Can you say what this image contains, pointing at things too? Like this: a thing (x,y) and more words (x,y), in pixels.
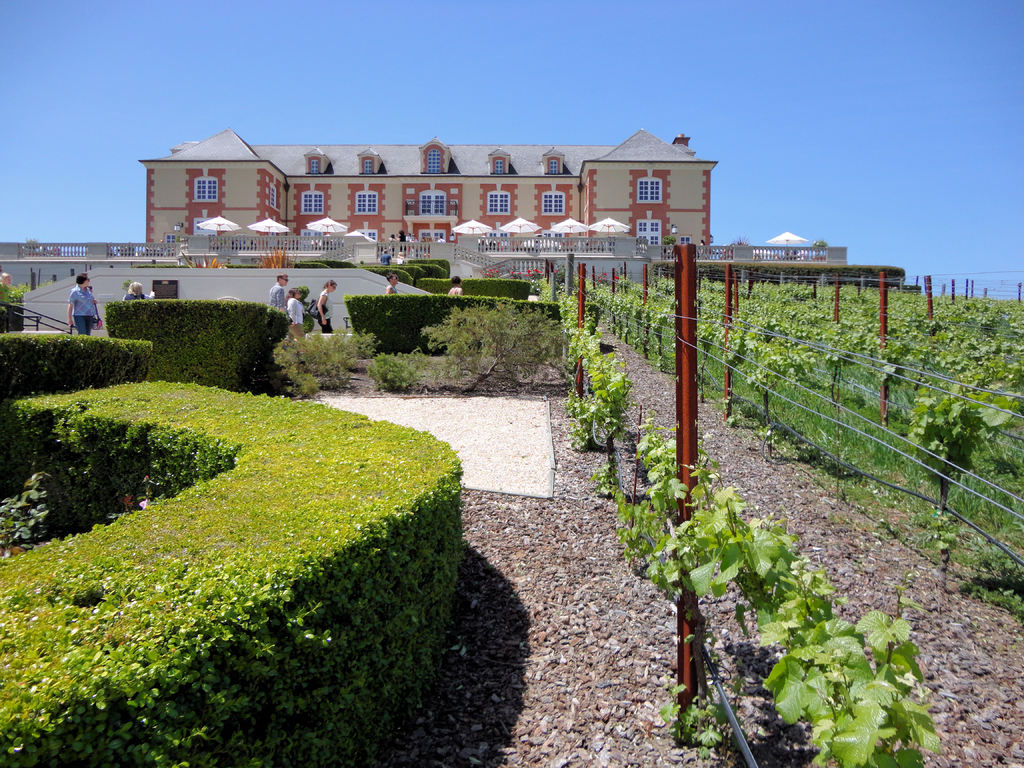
In this image we can see plants (302,459), human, fencing (879,369) and field (877,387). Background of the image (316,202) building (385,184) is there. Top of the image (348,56) sky (280,69) is present.
